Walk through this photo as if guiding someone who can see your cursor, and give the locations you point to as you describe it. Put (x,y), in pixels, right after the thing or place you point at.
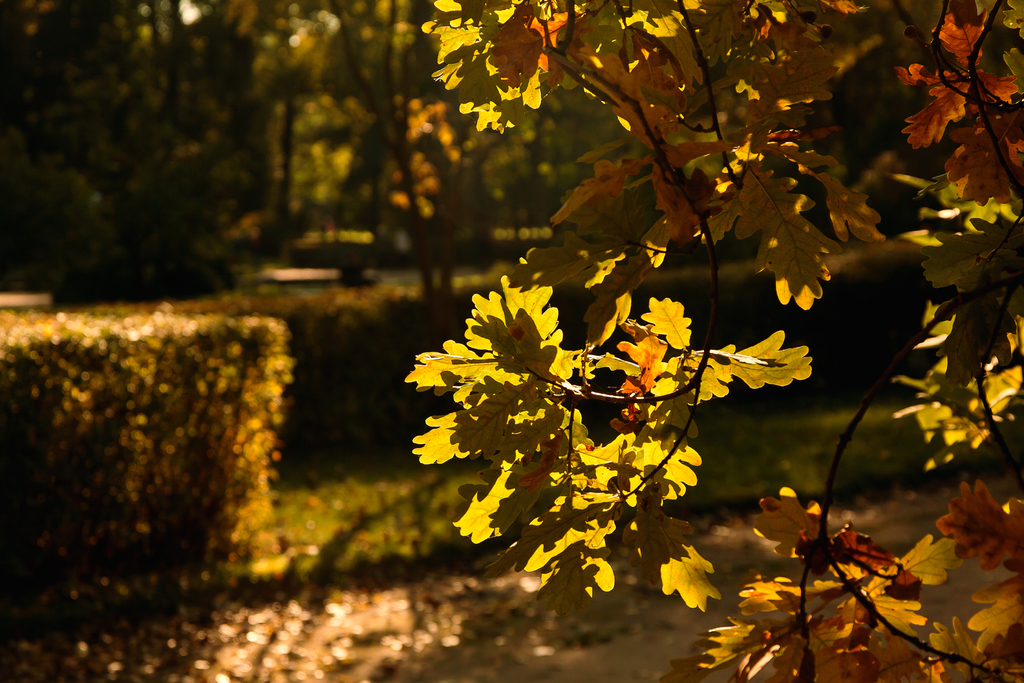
In this image there are few plants (222,406) and trees (184,135) on the grassland (359,580). Right side (1010,539) there are few branches (717,308) having leaves (798,348).
